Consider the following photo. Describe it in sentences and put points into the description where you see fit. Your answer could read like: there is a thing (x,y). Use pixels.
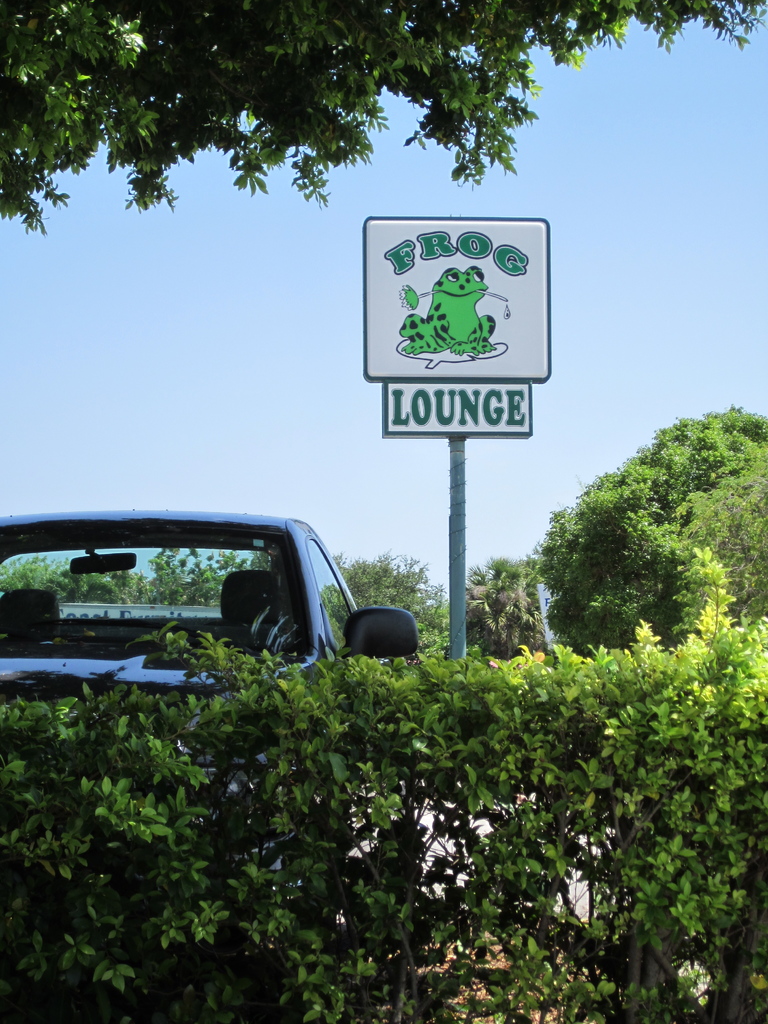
In this image we can see plants (284,689), car (209,679), trees (573,555) and board (472,408). Behind the board (438,322), the sky (311,276) is in blue color. There is a tree (280,52) at the top of the image (221,52).
